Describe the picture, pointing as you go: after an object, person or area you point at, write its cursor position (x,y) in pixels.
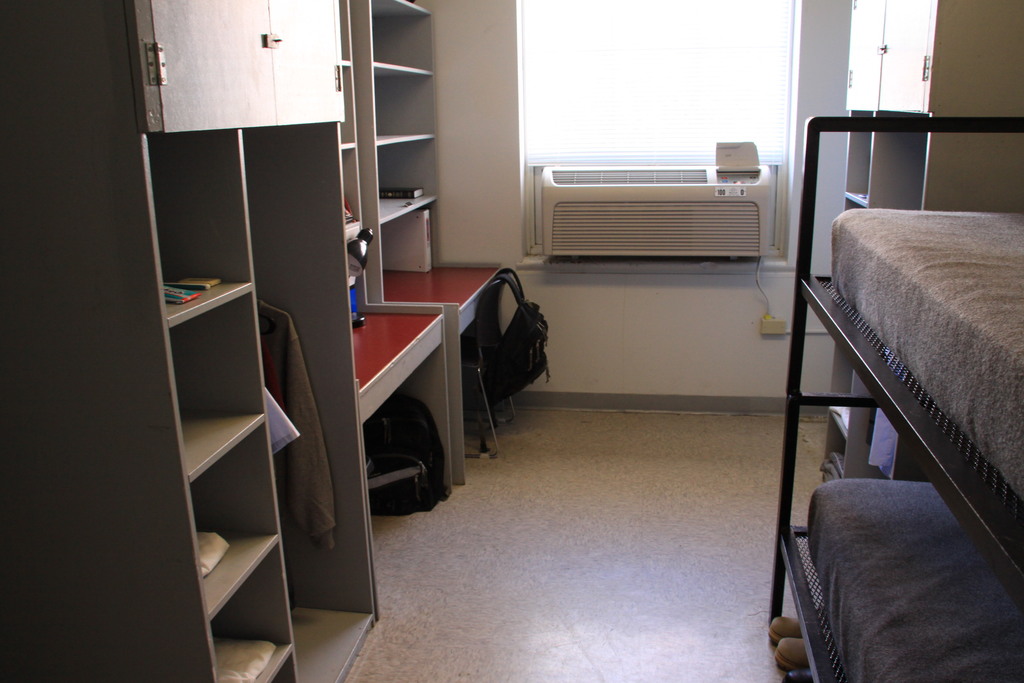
This is an inside view of a room (770,326). On the right side (916,369) there are two bunk beds (865,569). On the left side (73,352) there are few racks (86,379) in which some objects (234,656) are placed. Beside that there is table (383,337) and also there are two bags (404,462). In the background (548,222) there is an air conditioner (599,197) which is placed near the window (655,107). Behind these bunk beds (880,267) there is a cupboard (907,61).
